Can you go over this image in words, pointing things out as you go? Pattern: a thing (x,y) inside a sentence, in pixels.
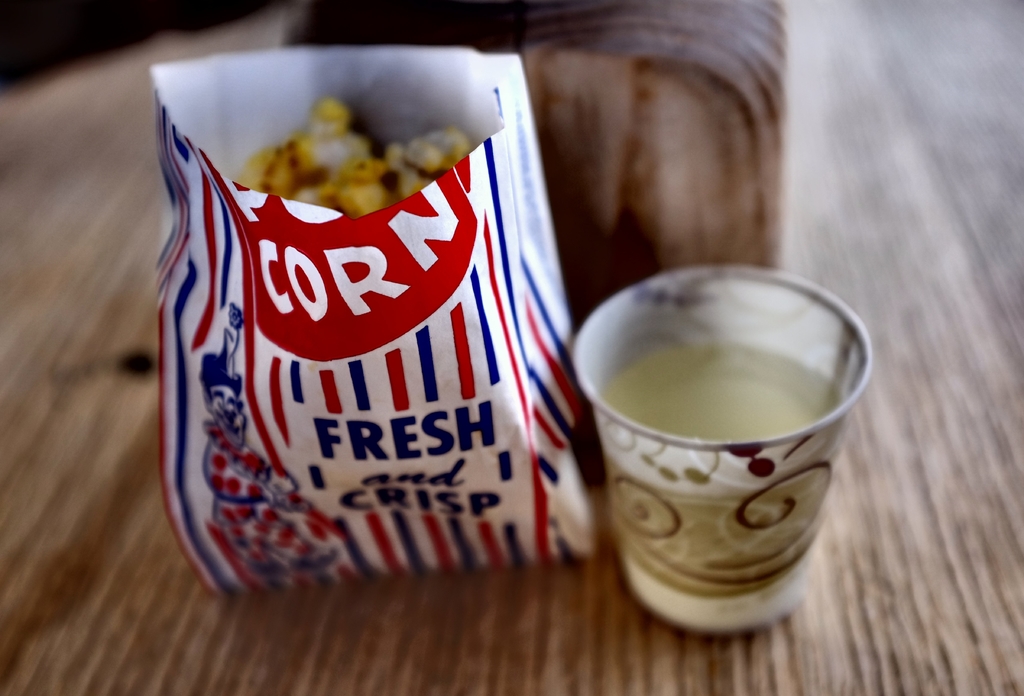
In this image I can see the popcorn packet (364,234), glass (721,473) and brown color item (639,104). These are on the brown color surface (368,633).
